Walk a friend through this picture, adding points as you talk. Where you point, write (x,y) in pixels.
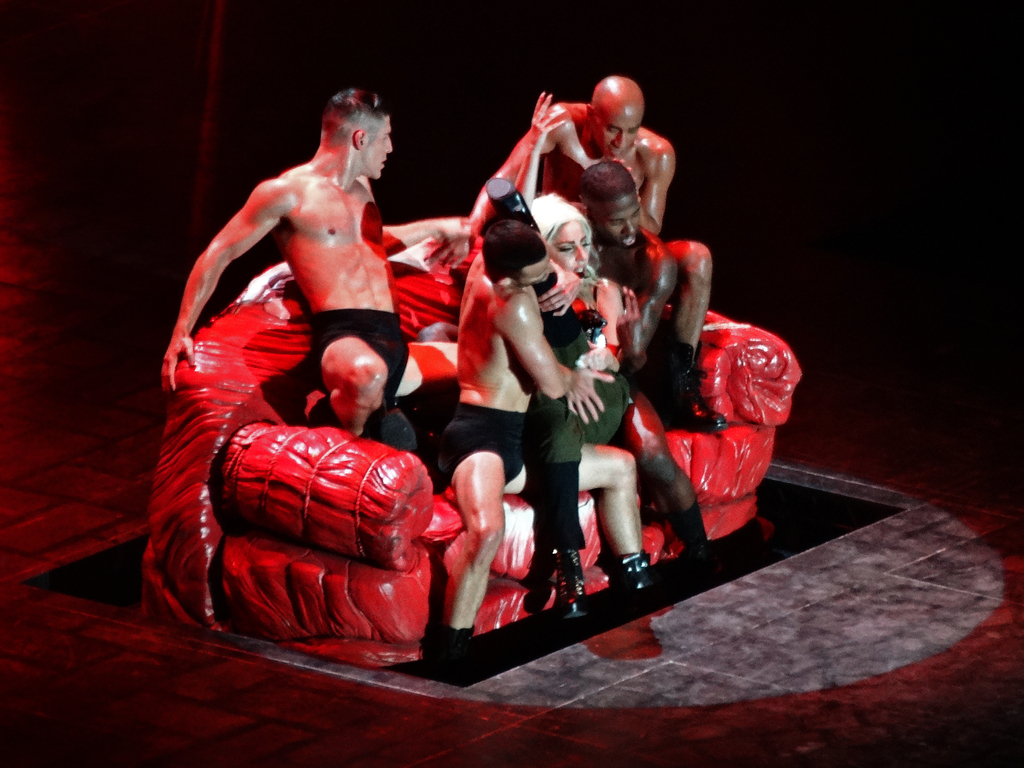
In the image we can see there are many people (325,286) wearing shorts (389,376) and they are sitting on the sofa (436,392). This is a sofa (220,503), red in color and a floor (824,660). They are also wearing shoes (562,602).
